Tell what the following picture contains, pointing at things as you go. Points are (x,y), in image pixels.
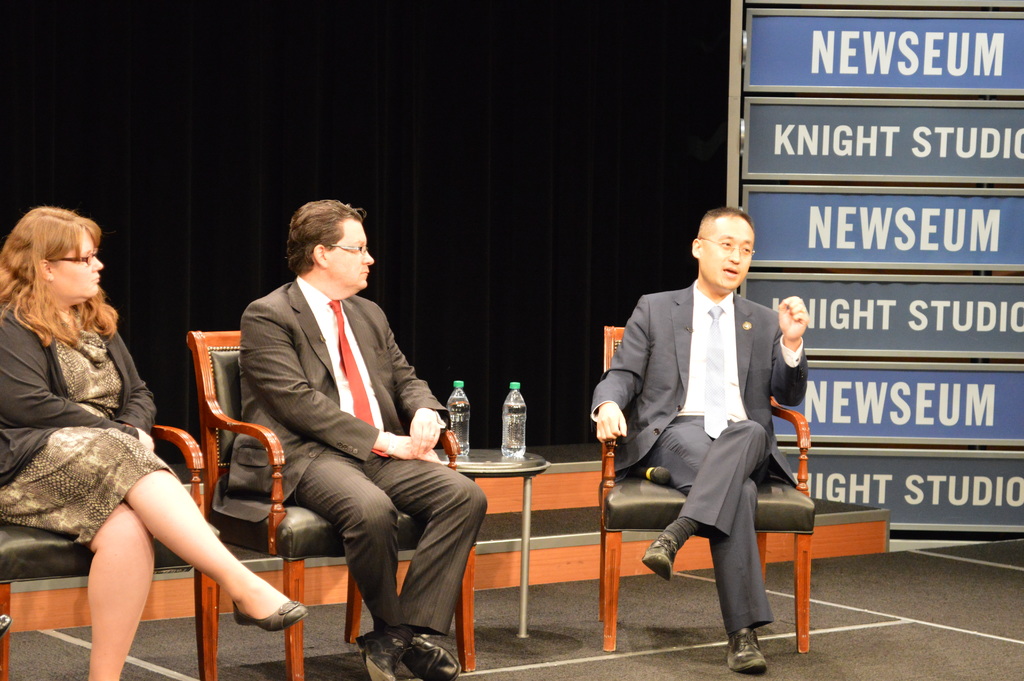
In this picture I can see a woman (48,272) and 2 men (667,374) sitting on chairs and I see a stool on which there are 2 bottles (463,417). On the right side of this image (845,229), I can see the boards (847,274) on which I see something is written and I see the black color background (395,30).
